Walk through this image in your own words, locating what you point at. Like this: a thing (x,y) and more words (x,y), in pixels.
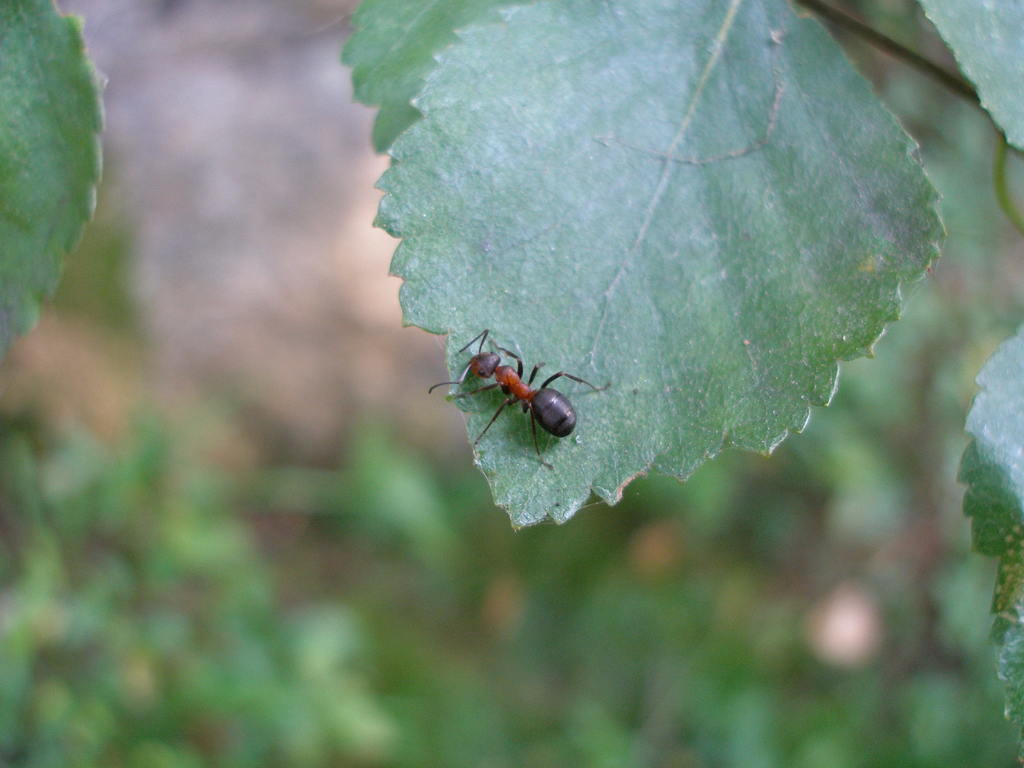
In the foreground of this image (509,409), there is an ant (502,381) on a leaf (567,171). We can also see few leaves (398,63) and the background (250,582) image is blur.
